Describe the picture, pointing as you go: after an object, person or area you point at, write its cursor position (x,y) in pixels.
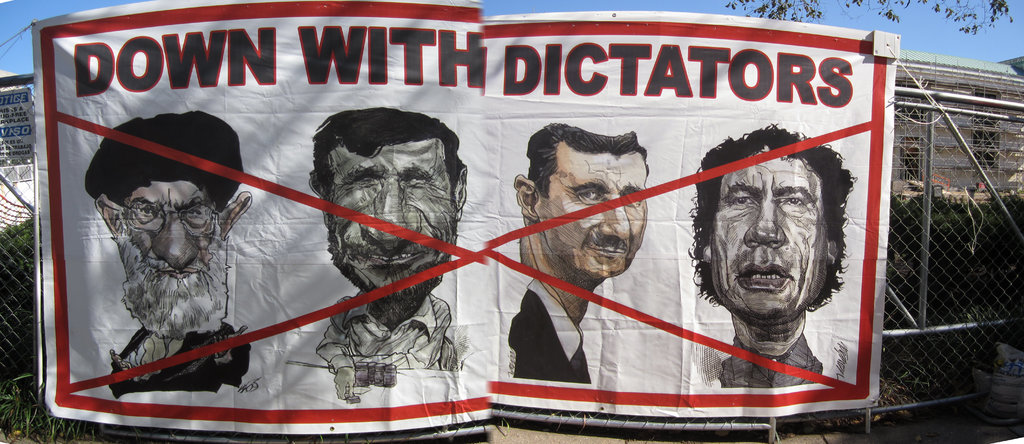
In the center of the image (455,265) we can see a banner (418,276). In the background of the image (915,335) we can see the mesh (958,278), rods (575,417), board (6,107), pole (39,220), plants (931,246). On the right side of the image (981,83) we can see a shed (962,86), roof (968,64), windows (979,159), wall (952,161). At the top of the image (775,6) we can see the sky (876,7) and tree (960,10). At the bottom of the image (940,423) we can see the ground (979,431) and bag (1004,380).
